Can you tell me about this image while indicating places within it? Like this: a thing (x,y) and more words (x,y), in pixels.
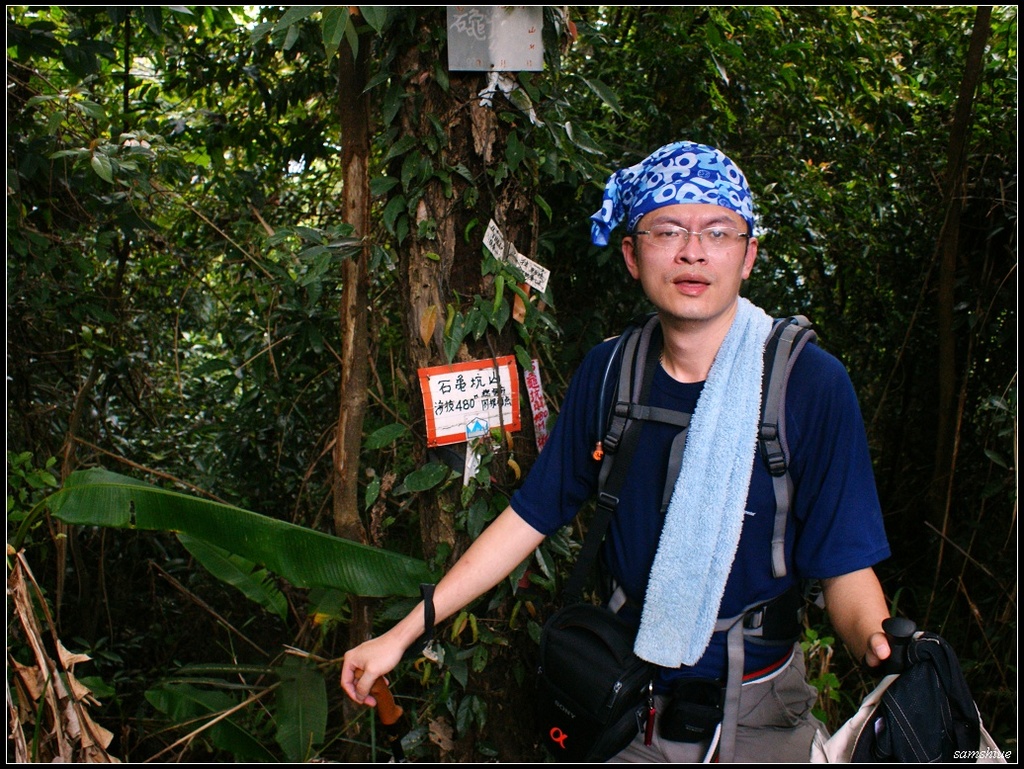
In this image there is a person (628,481) wearing a bag (779,395), he is holding an object (861,734), there is a board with text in the foreground (655,673). And there are trees (889,101) in the background (424,252).
